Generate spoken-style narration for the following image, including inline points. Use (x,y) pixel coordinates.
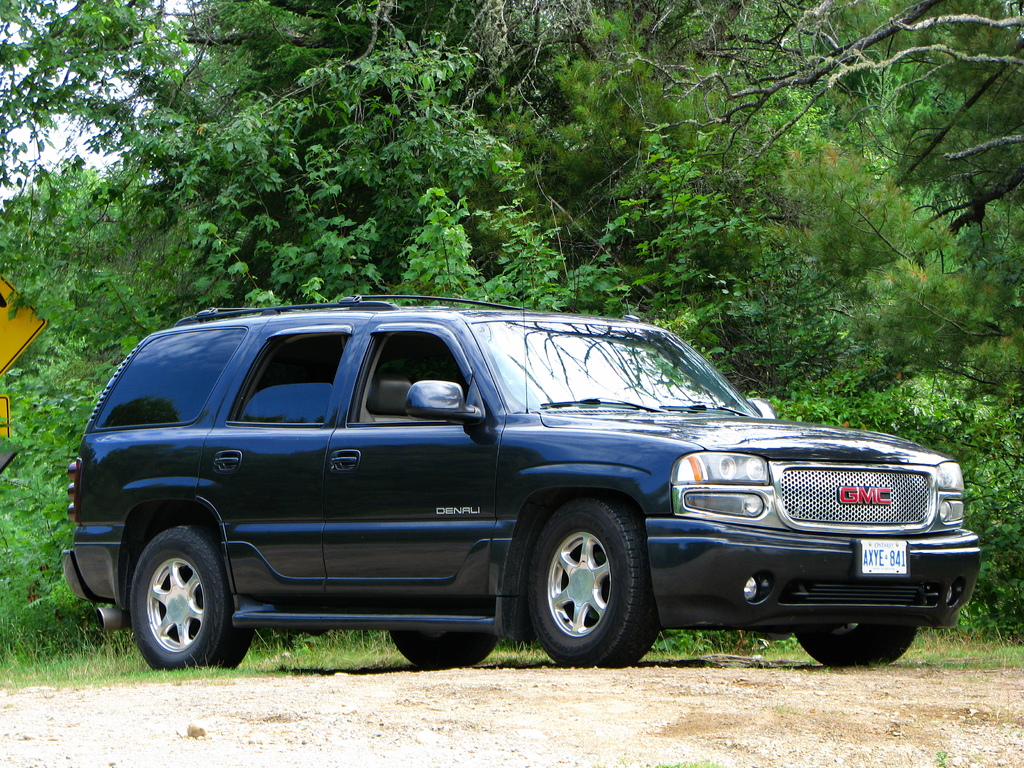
In the middle of the image (407,472), there is a black color vehicle (268,339) on a road (523,673). On the left side (5,322), there is a yellow color sign board (18,322). In the background (327,88), there are trees (677,316), plants (93,365) and grass (371,661) on the ground (124,633) and there is sky (51,135).
